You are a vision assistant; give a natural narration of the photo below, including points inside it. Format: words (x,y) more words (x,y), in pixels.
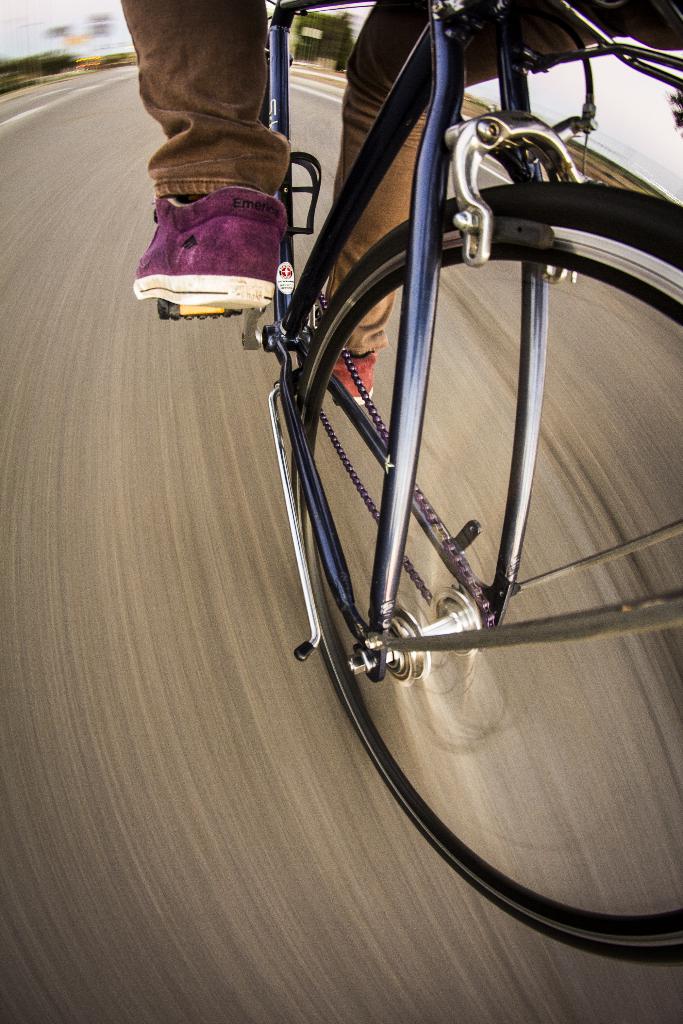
The picture consists of a person (400,214) cycling. In the background (60,49) is blurred. In the foreground (130,845) it is road (257,902).
